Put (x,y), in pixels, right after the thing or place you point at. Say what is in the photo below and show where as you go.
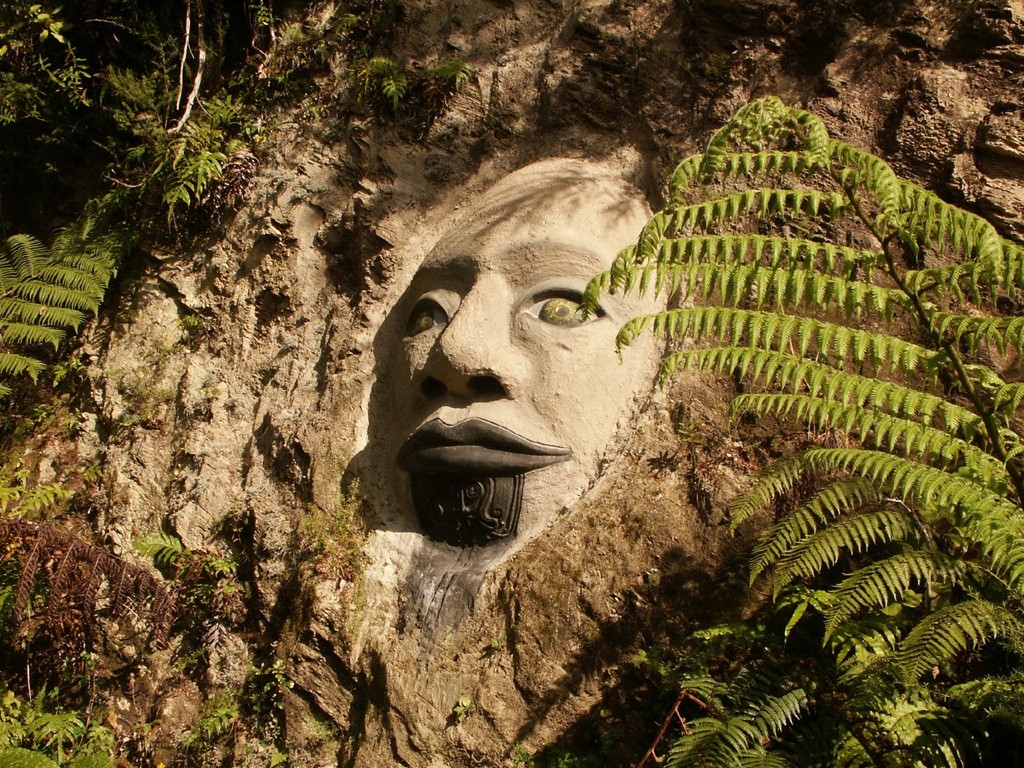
In this picture I can see there is a sculpture (423,308) on the mountain (647,465) and there are plants (136,85) and trees (152,189) around it.
